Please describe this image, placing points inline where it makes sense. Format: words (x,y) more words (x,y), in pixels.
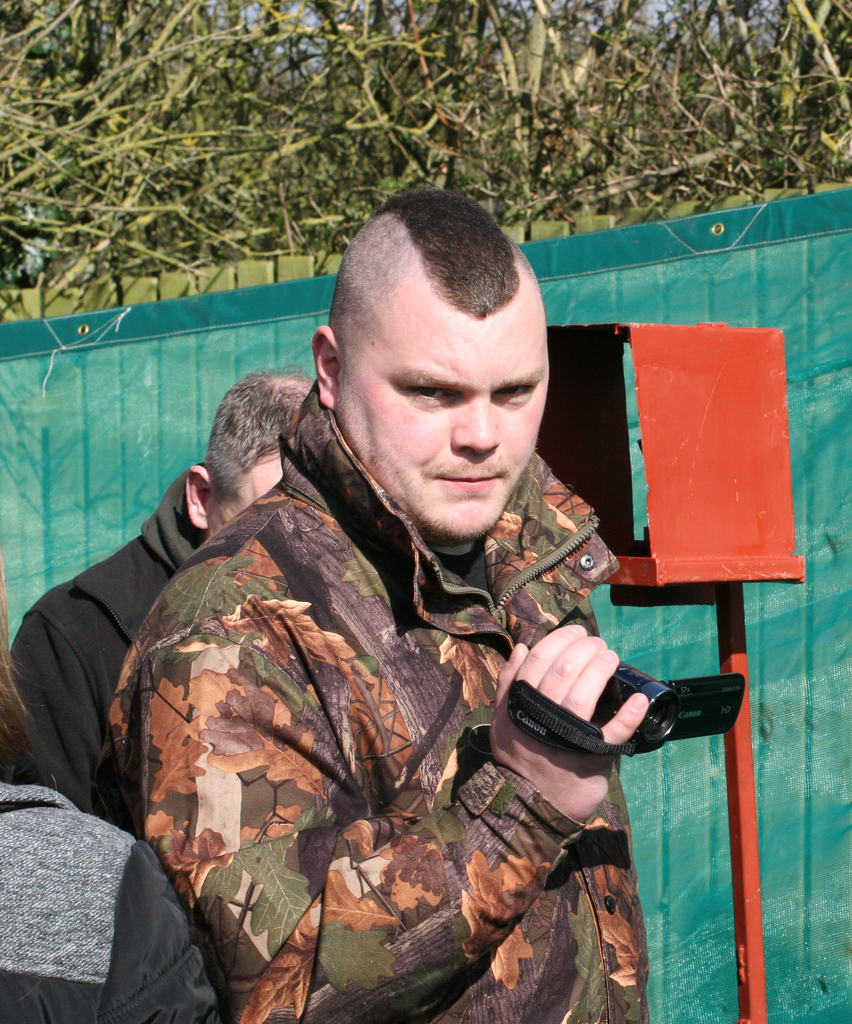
In the middle of the image (378,576), there is a person (336,482) in a jacket (205,667), holding a camera (545,722) with one hand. Beside him, there are two persons (100,579). On the right side (715,563), there is a red color pole (760,572). In the background (759,270), there is a green color sheet (739,289) and there are trees (627,90).
